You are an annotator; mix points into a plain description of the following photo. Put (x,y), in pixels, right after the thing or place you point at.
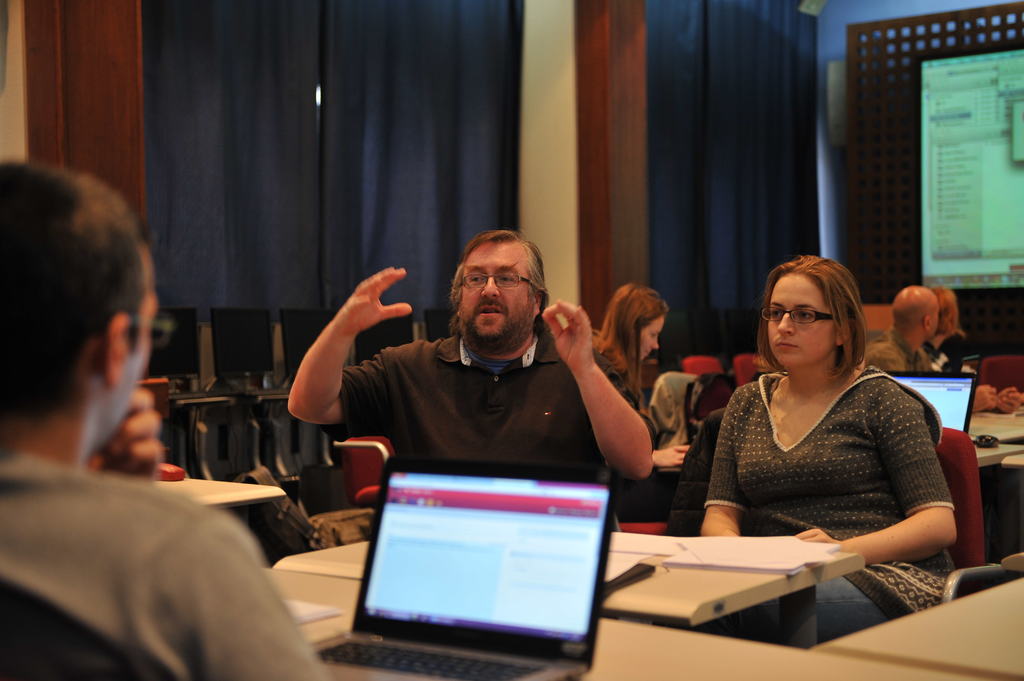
In this picture we can see laptops (573,640), papers (798,541) and other objects (994,434) visible on the tables (660,676). There are a few people (505,409) sitting on the chair (14,581). There are blue curtains (328,255). We can see a screen (963,75) and a wooden object (905,95) on the right side (894,236).
